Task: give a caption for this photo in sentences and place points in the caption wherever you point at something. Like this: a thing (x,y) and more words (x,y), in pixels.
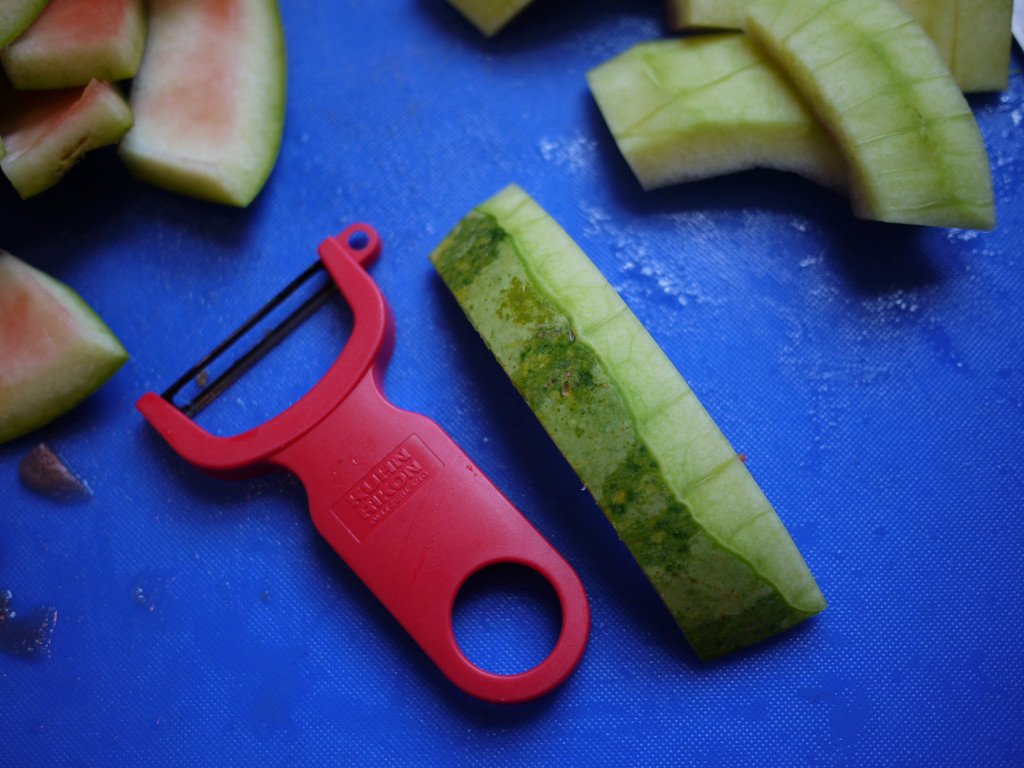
In this picture we can see a peeler (435,490) and peels (538,390) of watermelon (575,429) on the platform (540,442).
